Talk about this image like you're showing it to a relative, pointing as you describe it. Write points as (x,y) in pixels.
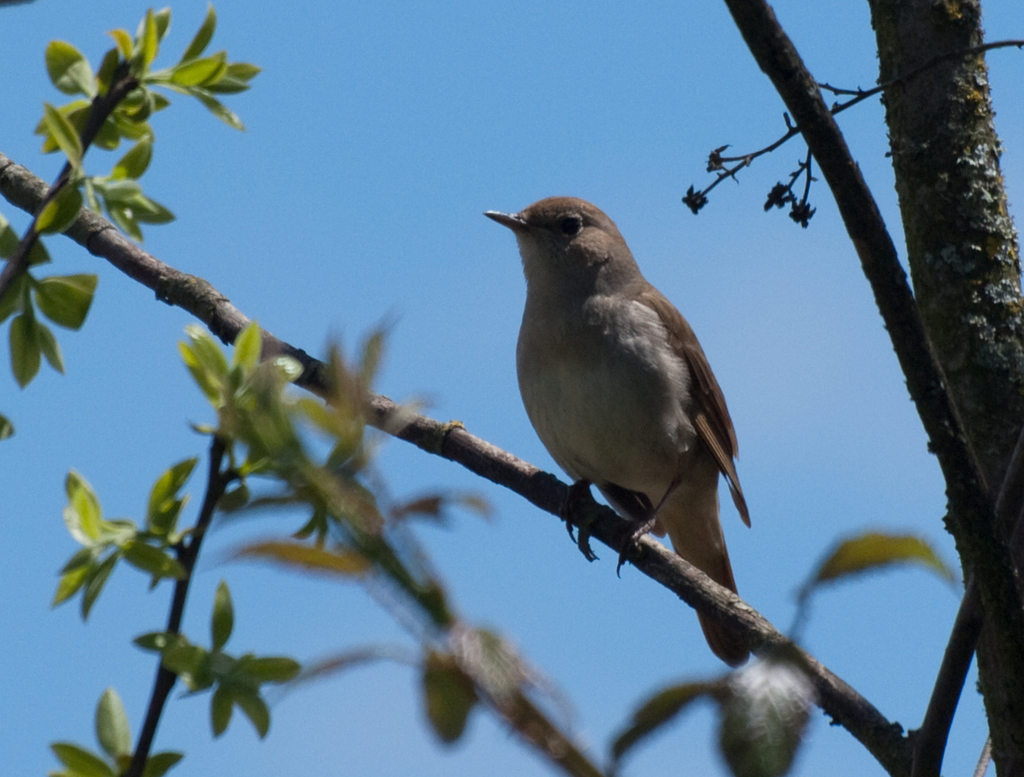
In this image I can see a bird (576,414) which is cream and brown in color on the tree (599,533) which is brown and green in color. In the background (293,291) I can see the sky (450,151).
